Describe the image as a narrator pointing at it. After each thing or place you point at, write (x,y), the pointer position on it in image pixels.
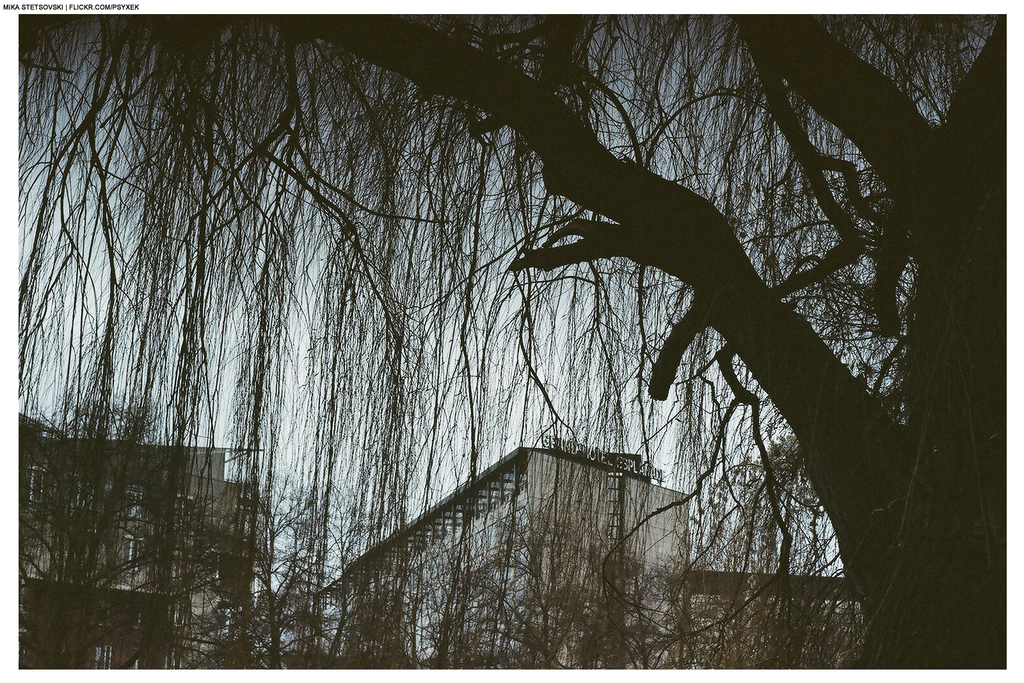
In this picture we can see buildings (196,485), trees (660,399) and we can see sky (685,418) in the background (541,326).
